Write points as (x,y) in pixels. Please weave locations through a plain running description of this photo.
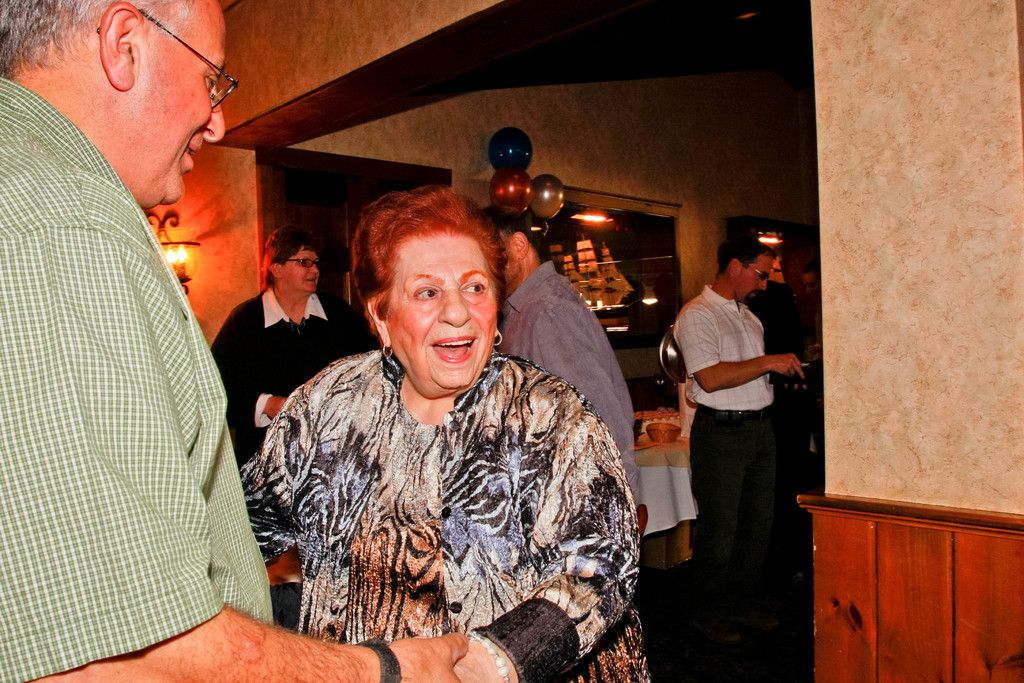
In this image we can see persons (438,600) standing on the floor (700,572), wall hanging (643,288), balloons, walls (607,145) and a electrical lamp (177,244) attached to the wall (182,227).
